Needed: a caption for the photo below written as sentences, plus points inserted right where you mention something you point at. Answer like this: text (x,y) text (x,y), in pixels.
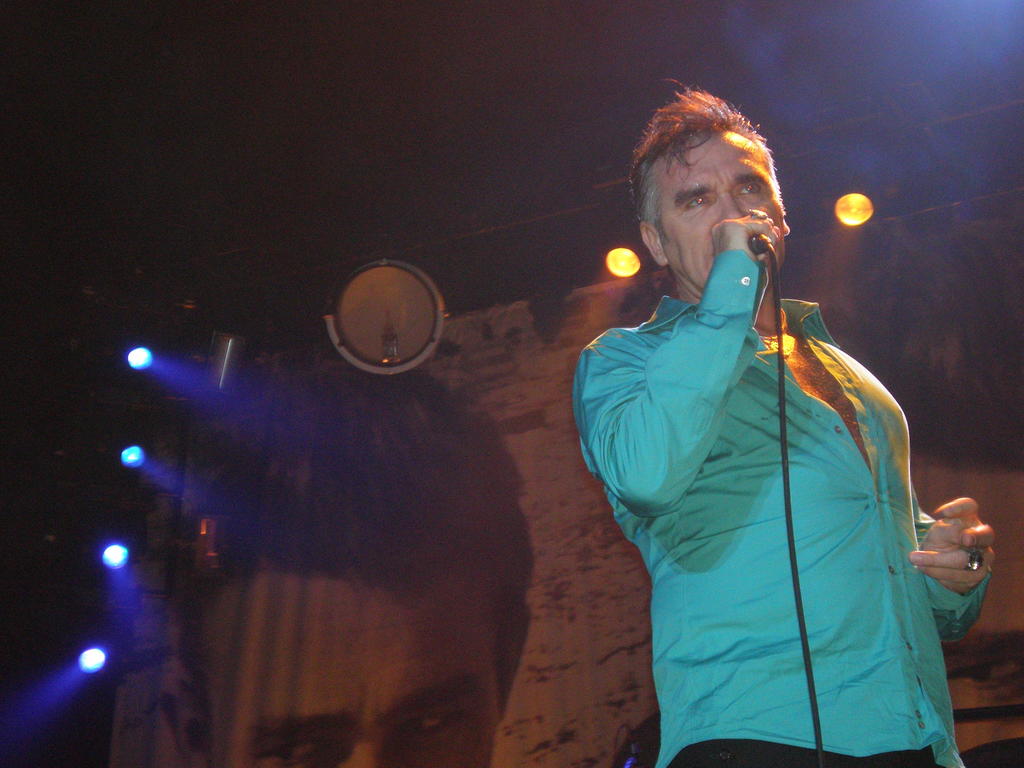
In this image I can see a person (761,487) wearing a blue shirt (727,509) is standing and holding a microphone (778,276) in his hand (762,223). In the background (175,159) I can see few lights (617,273), a banner (417,532) and the dark sky (330,108).
